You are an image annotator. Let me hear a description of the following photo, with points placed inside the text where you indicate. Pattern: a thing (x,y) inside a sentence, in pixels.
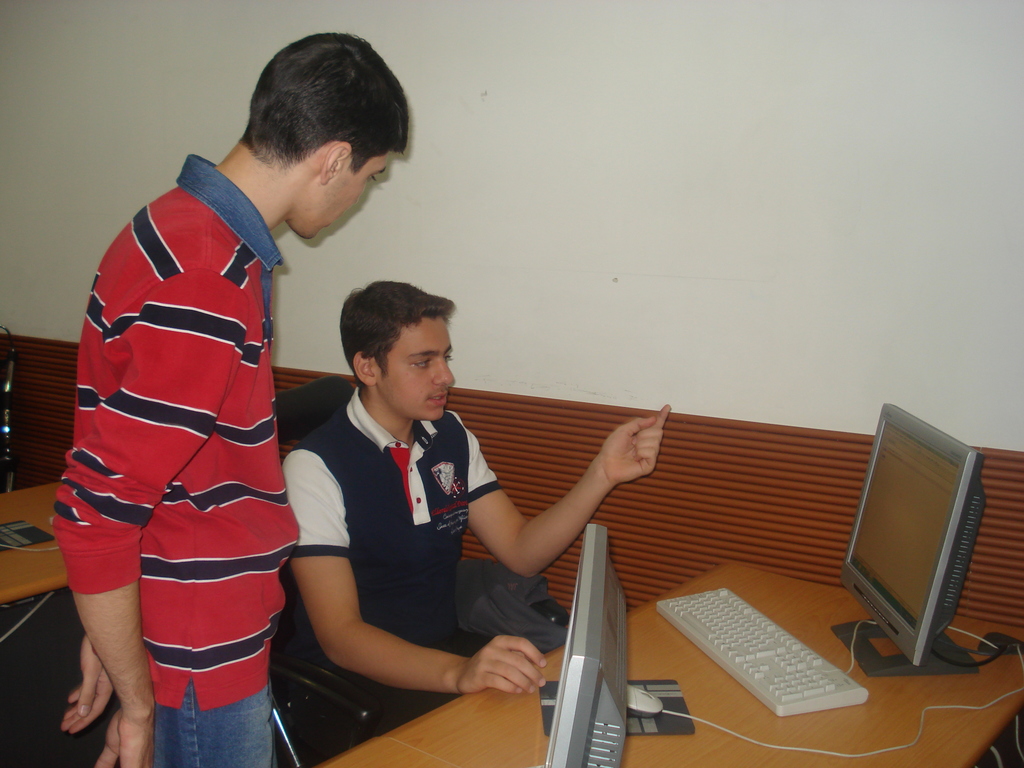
In this image i can see two man (437,428), one man (225,427) standing and the other man (413,450) sitting there are two desk tops (858,598), a key board (816,672), a mouse (652,708) on a table (641,760) at the back ground (727,343) i can see a wall (739,202) and the table (44,565).
